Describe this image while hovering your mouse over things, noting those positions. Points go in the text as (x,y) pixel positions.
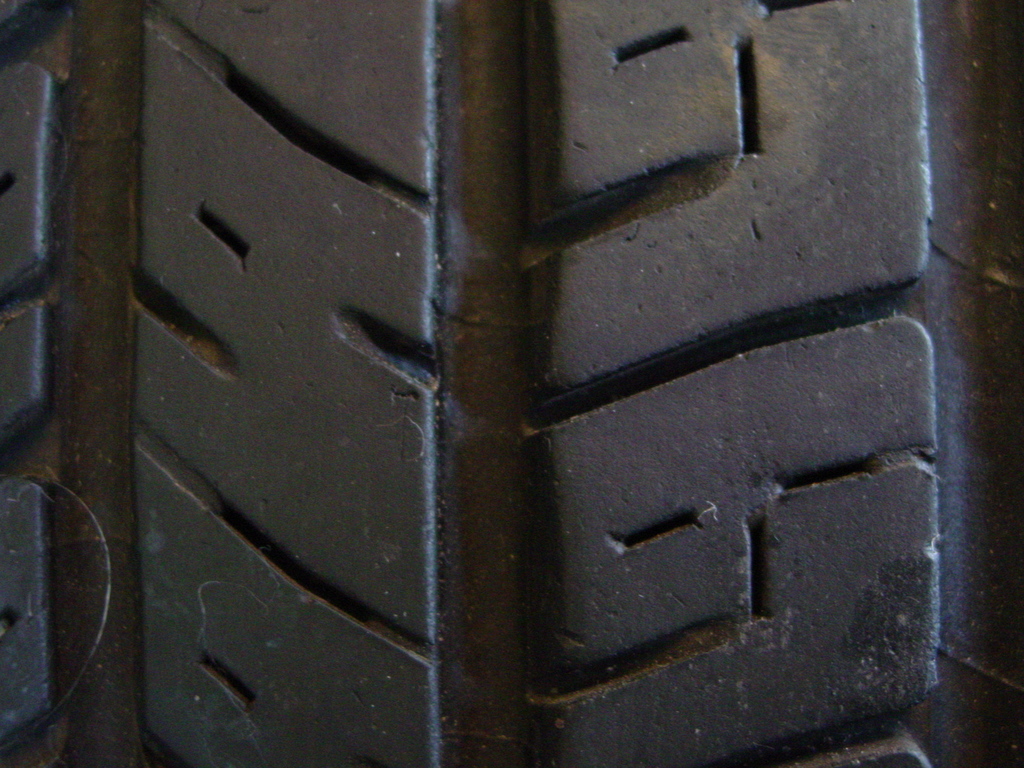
In this image we can see a tire (368,441).
